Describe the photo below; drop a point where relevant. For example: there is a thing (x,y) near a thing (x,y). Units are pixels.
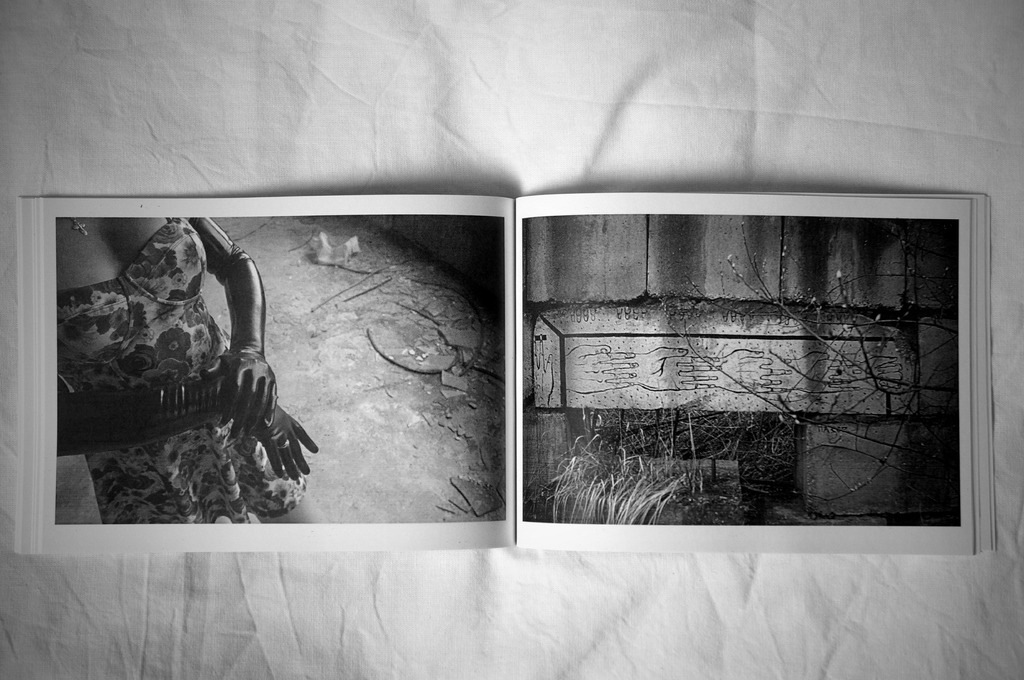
In the middle of this image (622,394), there is a book (829,329) having images (552,261) on two pages (100,330). This book (200,332) is placed on a cloth (482,121). And the background (910,150) is white in color.
